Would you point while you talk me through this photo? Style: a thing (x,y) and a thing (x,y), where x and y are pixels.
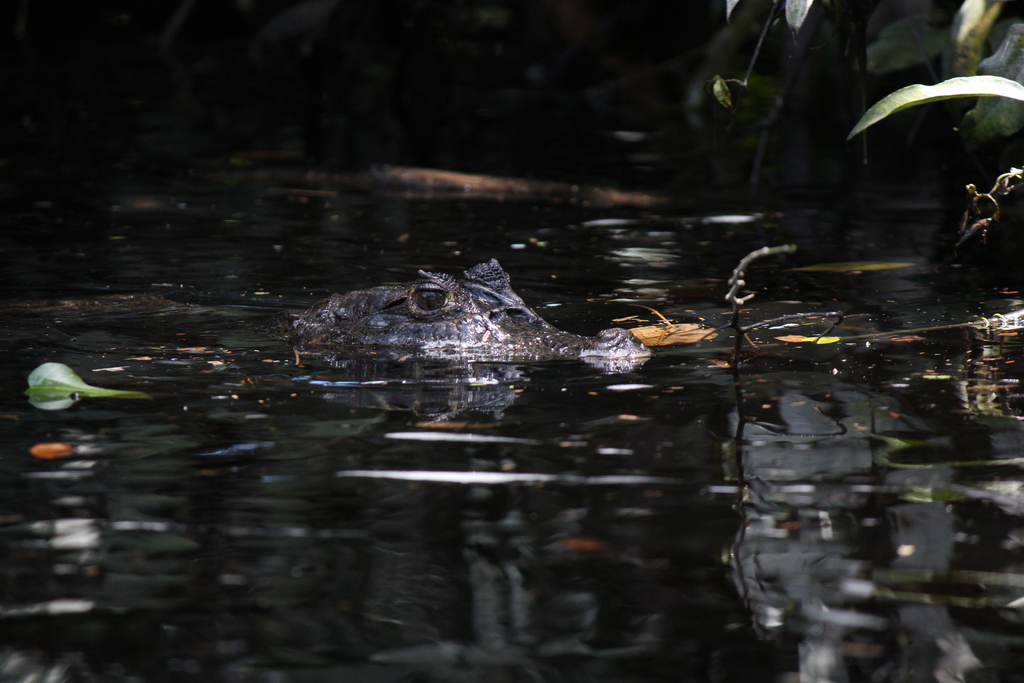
In this image we can see a crocodile (478,334) in the water (356,442). In the background (974,88), we can see group of leaves (962,83).
